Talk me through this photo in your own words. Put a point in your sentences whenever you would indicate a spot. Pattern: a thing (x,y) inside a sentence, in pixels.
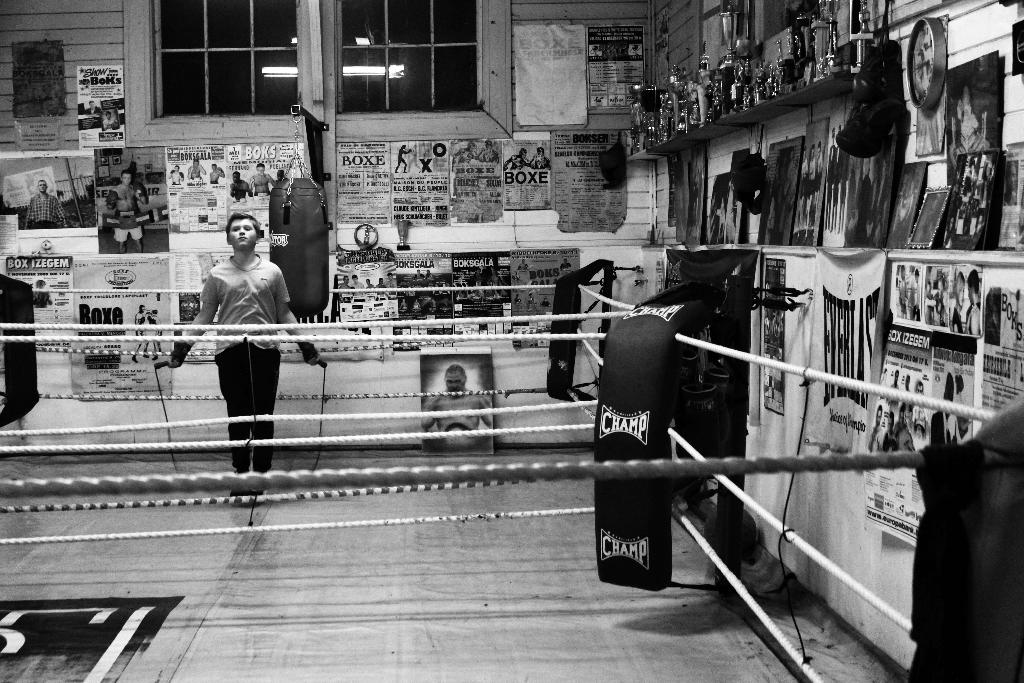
Black and white picture. Posters (1019,319) are on the wall (884,207). On this rack (670,144) there are trophies (750,100). Here we can see the clock (921,41). This person (248,237) is holding a rope (322,366). This is window (199,74). On this window glass (415,68) there is a reflection of light (384,73).
